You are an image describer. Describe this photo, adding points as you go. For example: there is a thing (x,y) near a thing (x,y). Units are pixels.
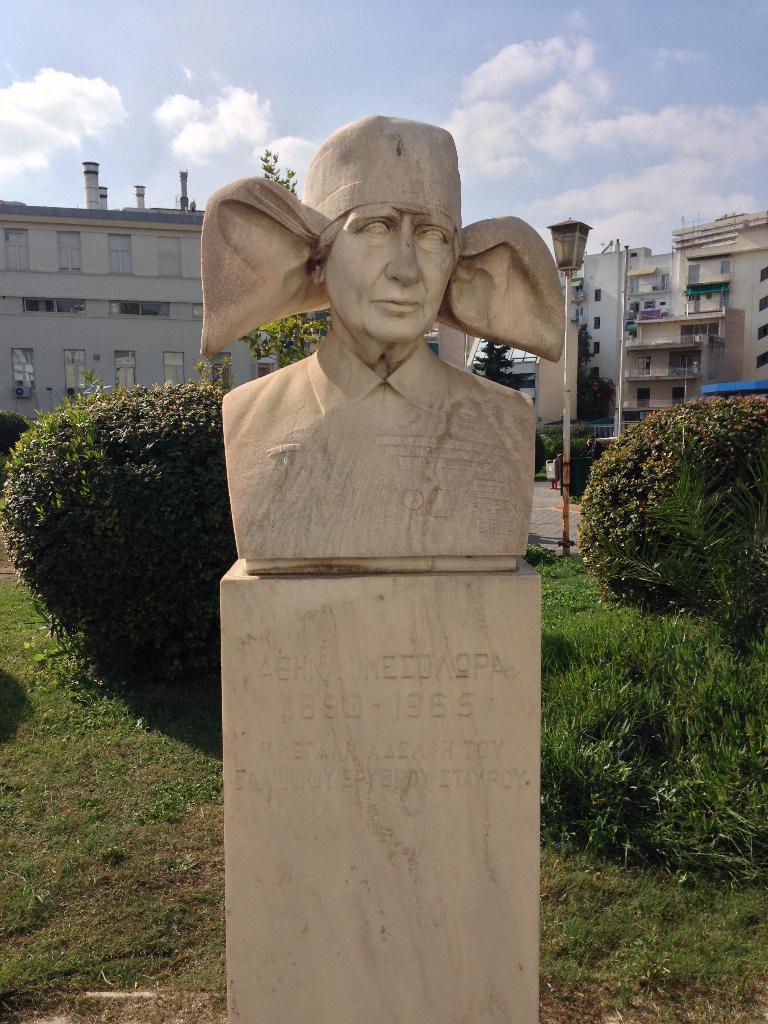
In this picture we can see a statue (297,393), trees (13,424), buildings (758,270) with windows (218,358) and in the background (666,235) we can see the sky (398,50) with clouds (548,84).
